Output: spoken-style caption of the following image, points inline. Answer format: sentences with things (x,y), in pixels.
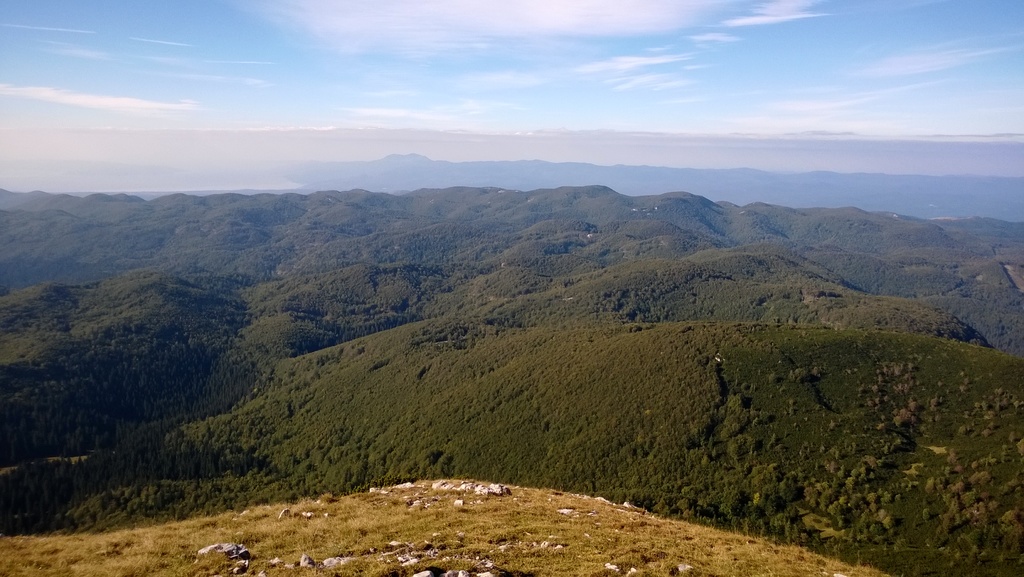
In this image I can see hills (395,208) in the front (140,455) and in the background (469,89) I can see clouds (832,108) and the sky (625,64).
